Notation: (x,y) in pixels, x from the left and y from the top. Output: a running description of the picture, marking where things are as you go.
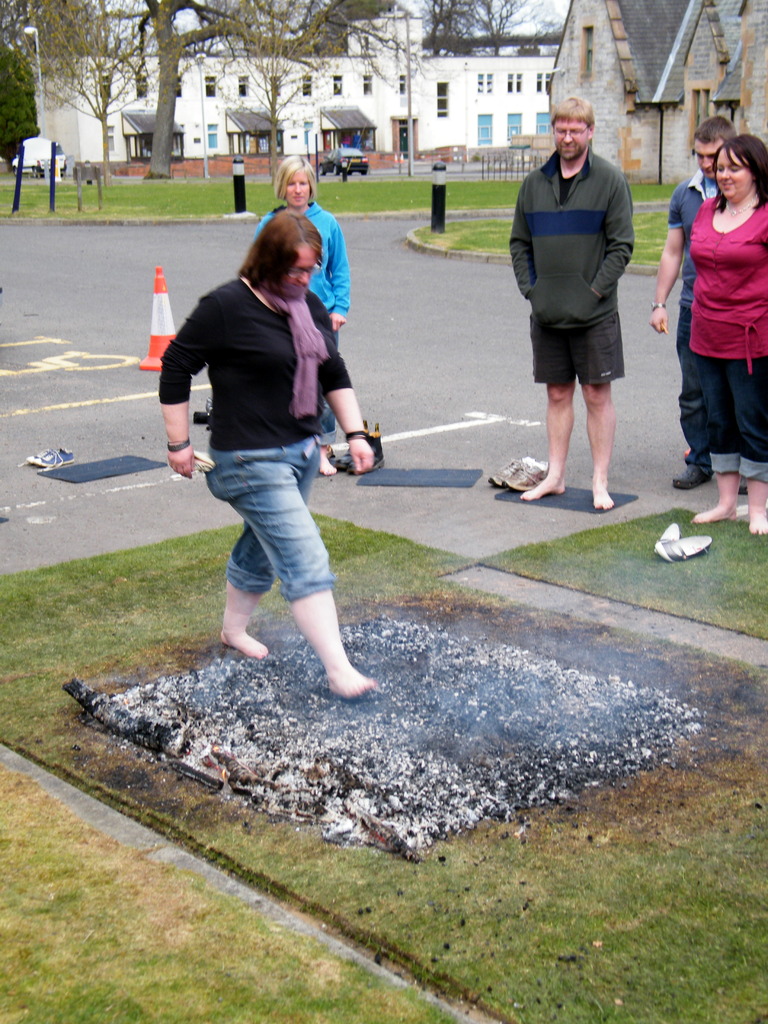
In this image, I can see few people (561,225) standing and the woman (258,492) walking. This looks like a coal (465,690). I think these are the grass sheets (409,573). I can see a cone barrier (158,361), which is on the road (82,386). These are the buildings (699,70) and the trees (162,129). I can see a car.
